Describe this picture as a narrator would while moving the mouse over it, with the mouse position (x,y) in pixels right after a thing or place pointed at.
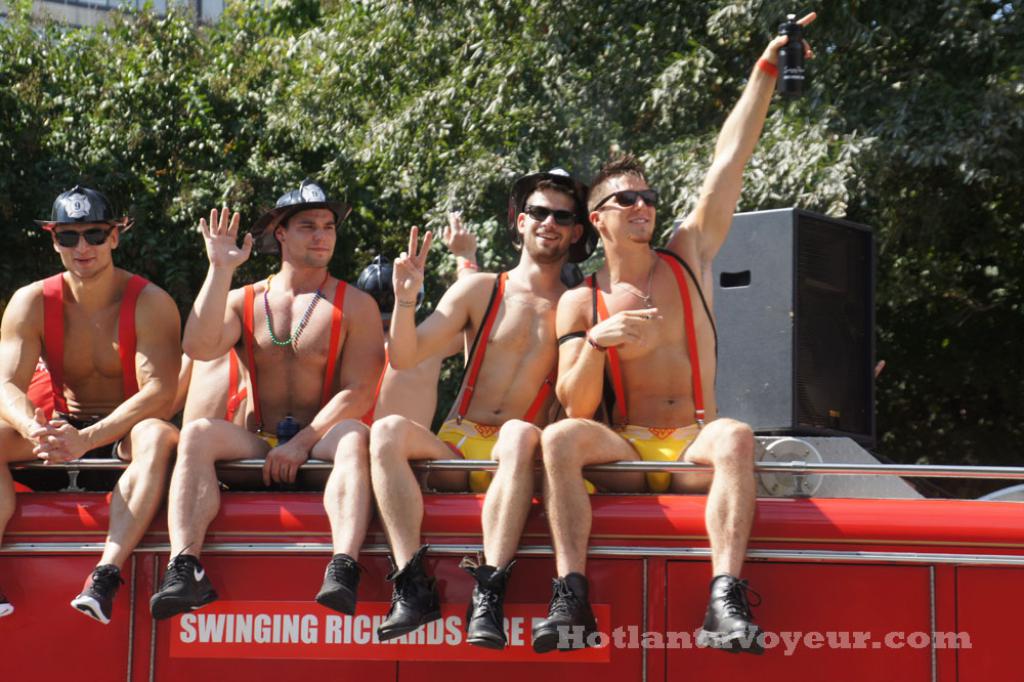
In this image there are four persons (532,373) sitting on a vehicle (245,644), on that vehicle (606,661) there is some text (523,634), in the background (753,351) there are trees (578,20) and a box (837,351), in the bottom right (729,646) there is some text (814,644).
